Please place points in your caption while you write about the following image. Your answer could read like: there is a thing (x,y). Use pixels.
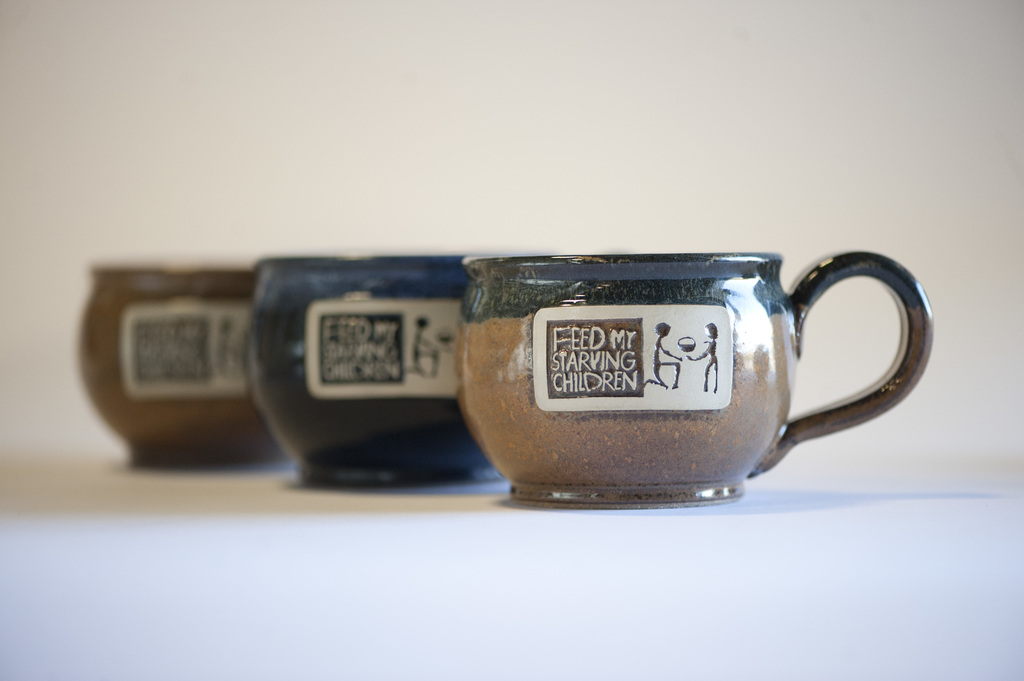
In this image we can see three cups (280,356) on white surface (312,538).
